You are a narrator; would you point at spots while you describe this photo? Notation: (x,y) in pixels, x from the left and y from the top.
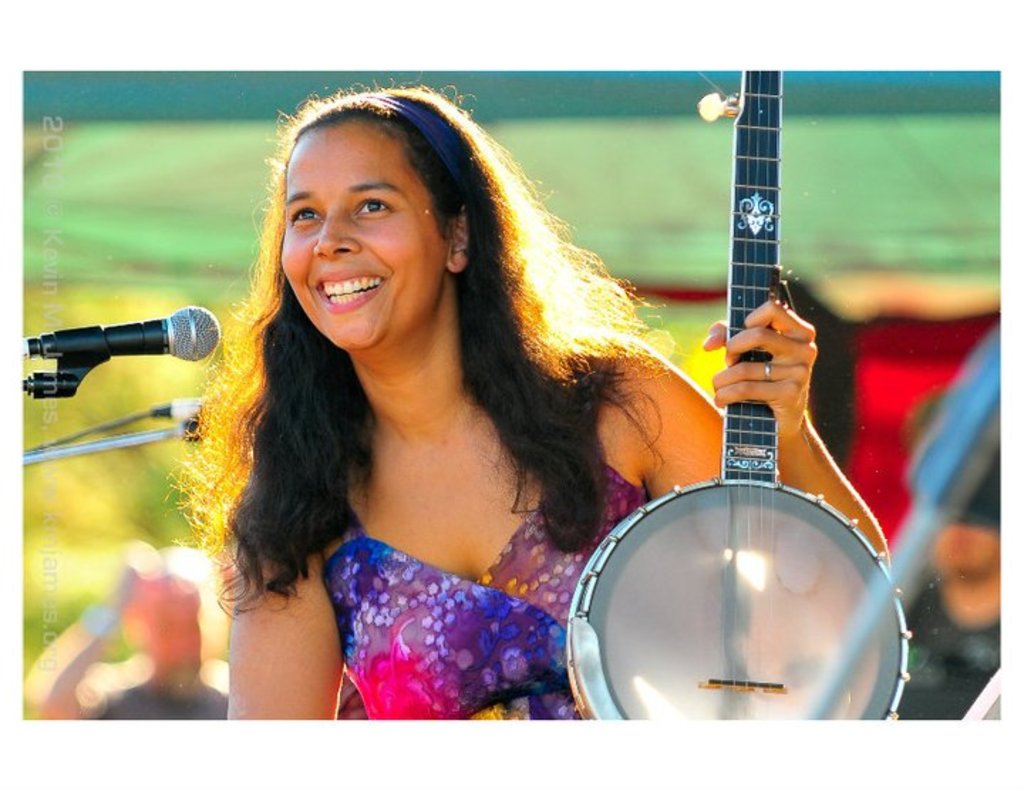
In this image, there is a person (528,192) wearing clothes (342,570) and holding a musical instrument (742,407) with her hand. There is a mic (119,338) on the left side of the image (86,355).
